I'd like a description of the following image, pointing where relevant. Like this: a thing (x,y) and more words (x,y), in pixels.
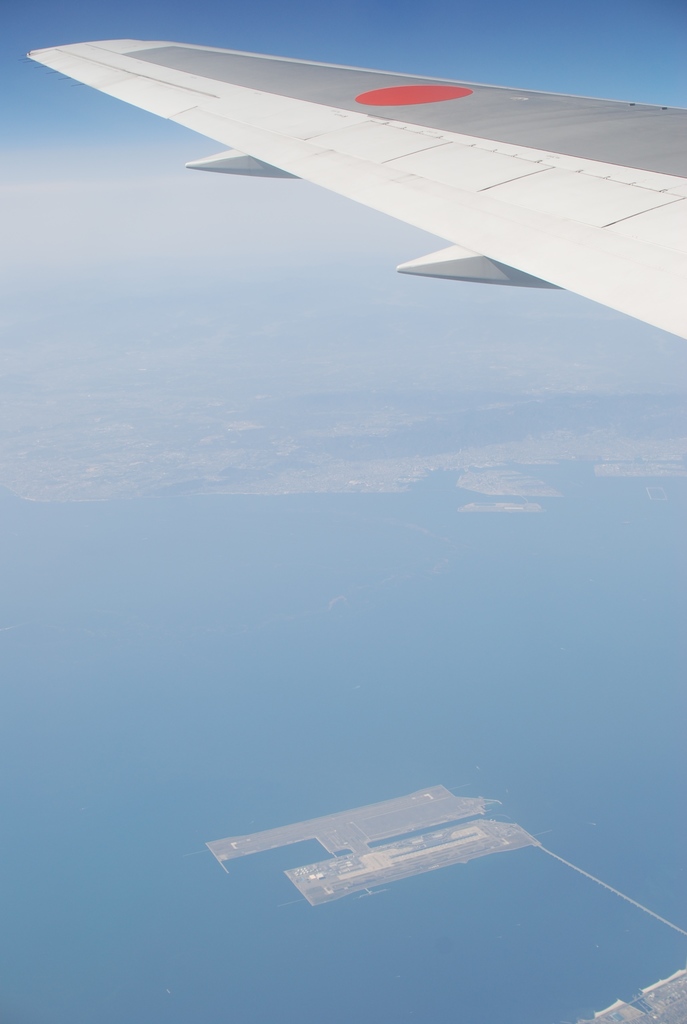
In this image we can see an aeroplane wing (412,161) in the sky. This is a top view image we can see water (398,725), buildings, other objects (409,846) and we can see clouds (84,256) in the sky (379,20).
